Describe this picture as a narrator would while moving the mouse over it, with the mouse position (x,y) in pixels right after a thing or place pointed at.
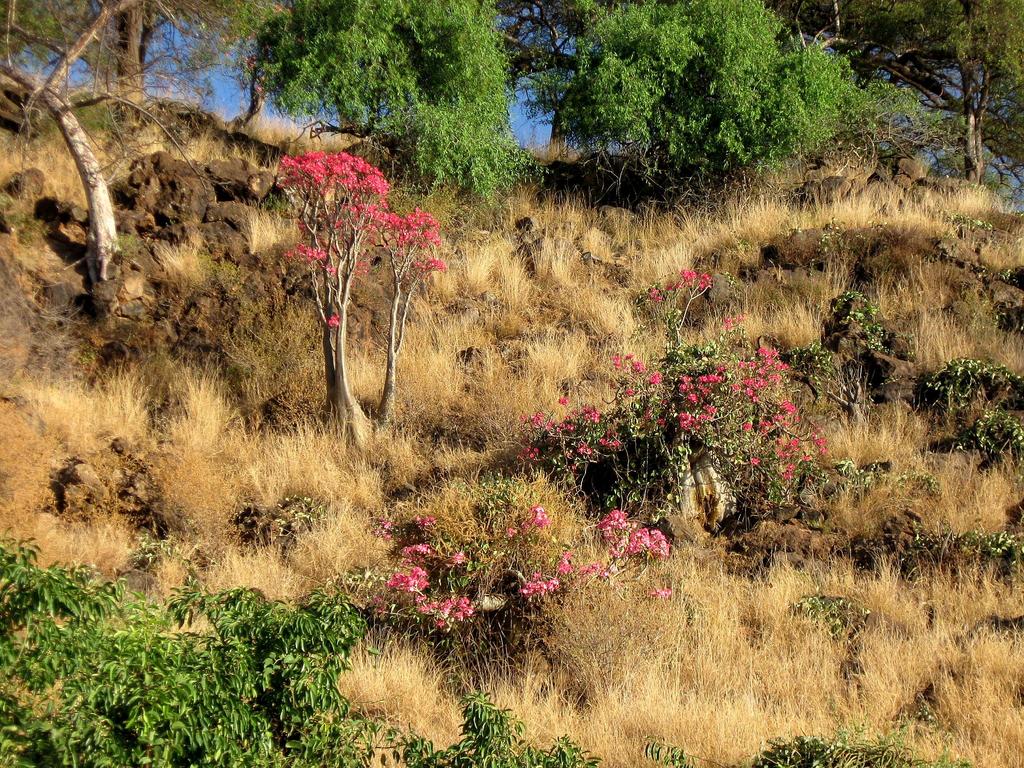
In this picture I can see grass (498,359), plants (611,532), rocks (579,181), trees (431,133), and in the background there is sky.
